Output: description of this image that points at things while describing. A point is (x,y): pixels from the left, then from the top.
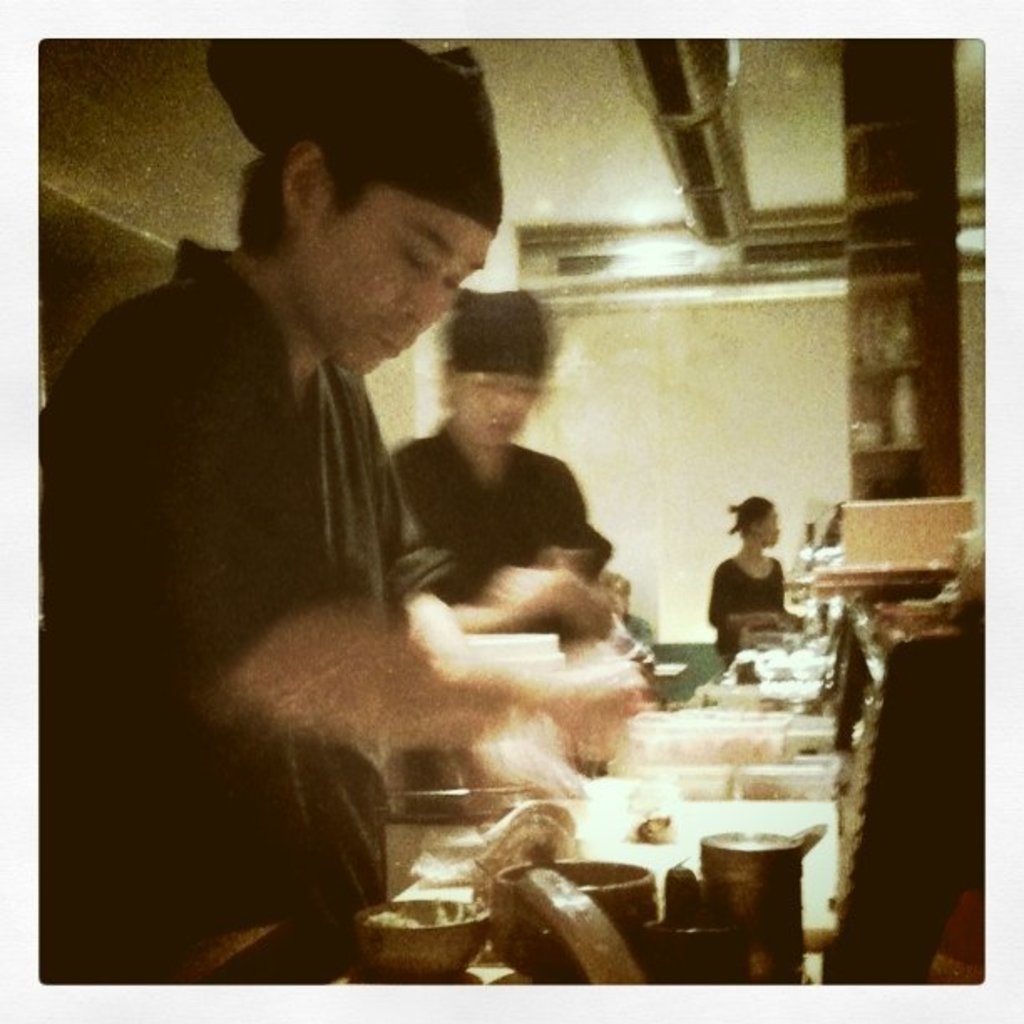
In this picture, we see two people (342,624) standing in front of table (584,851) on which bowl (638,888) and plastic boxes (779,789) are placed. Behind that, we see woman (716,604) standing. Behind her, we see a wall (733,378) and above on top of picture (818,70), we see the ceiling (747,150) of the room (846,204). On the right corner of the picture (903,340), we see pillar (873,494).
